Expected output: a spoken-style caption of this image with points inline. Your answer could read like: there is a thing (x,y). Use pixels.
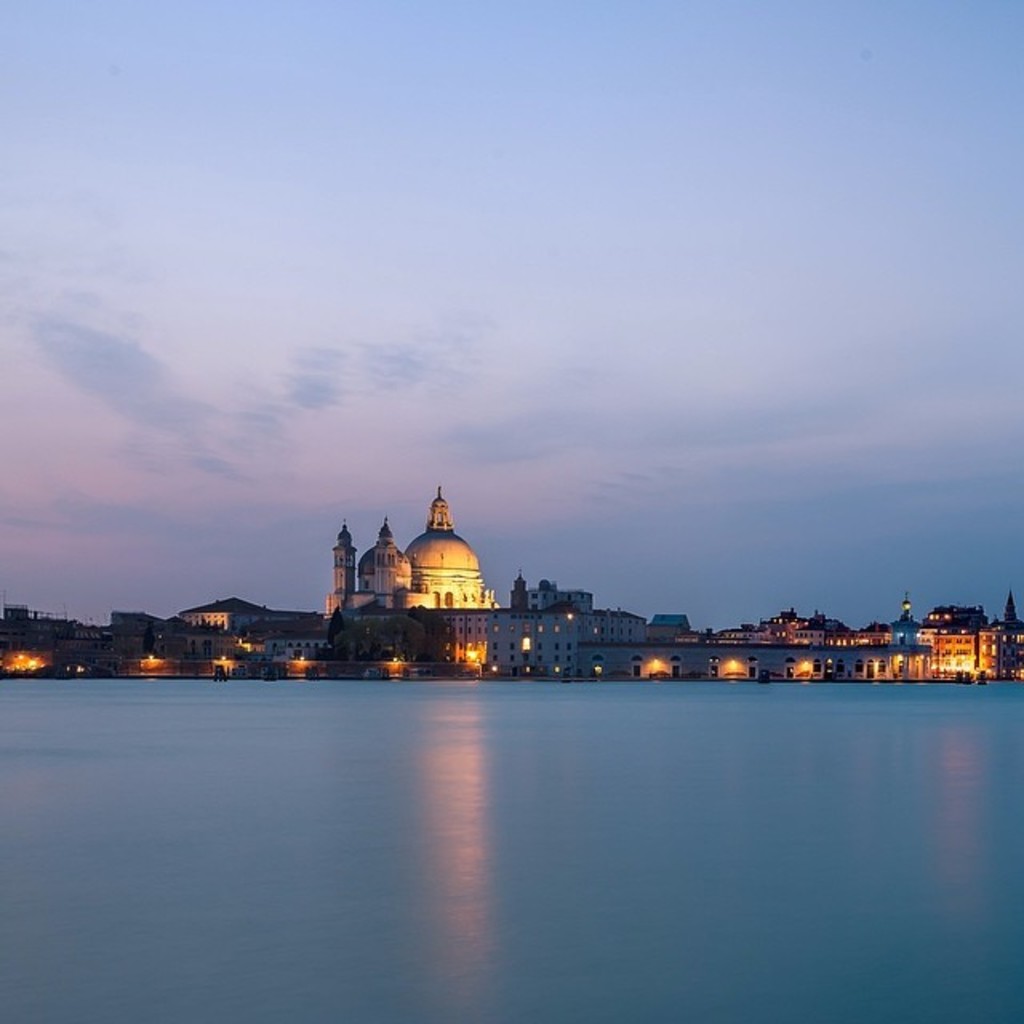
In this picture I can observe river (355,782) in the middle of the picture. In the background (136,664) I can observe buildings (765,656) and sky (400,384).
